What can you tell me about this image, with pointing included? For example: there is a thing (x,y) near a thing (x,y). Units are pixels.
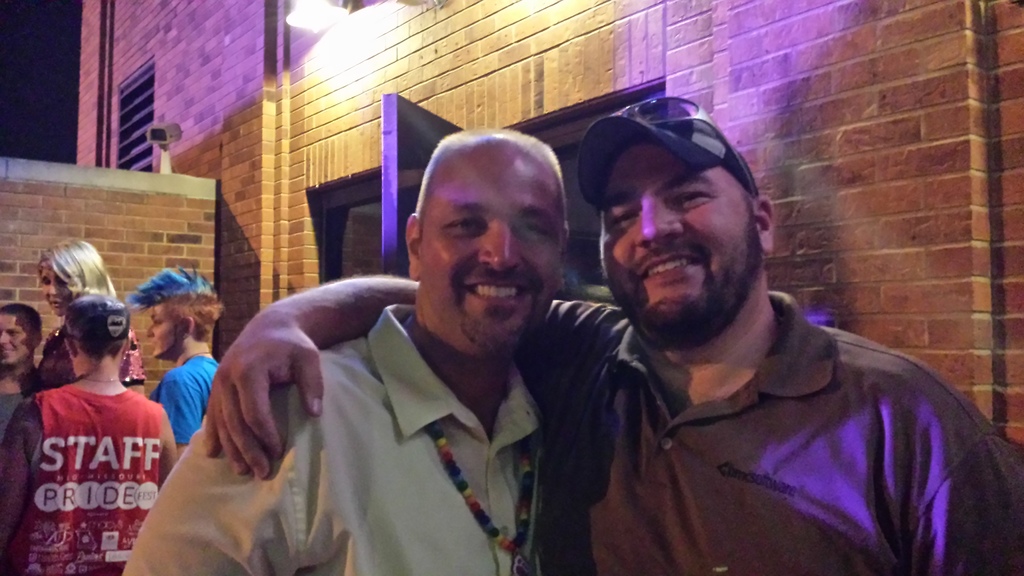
In this image we can see a group of people (671,460) standing. In the background (956,292), we can see some buildings (857,156) with window (132,94) and door (356,208). On the left side of the image (172,133) we can see a CCTV camera (166,144) on the wall (151,201) and the sky (22,109).
